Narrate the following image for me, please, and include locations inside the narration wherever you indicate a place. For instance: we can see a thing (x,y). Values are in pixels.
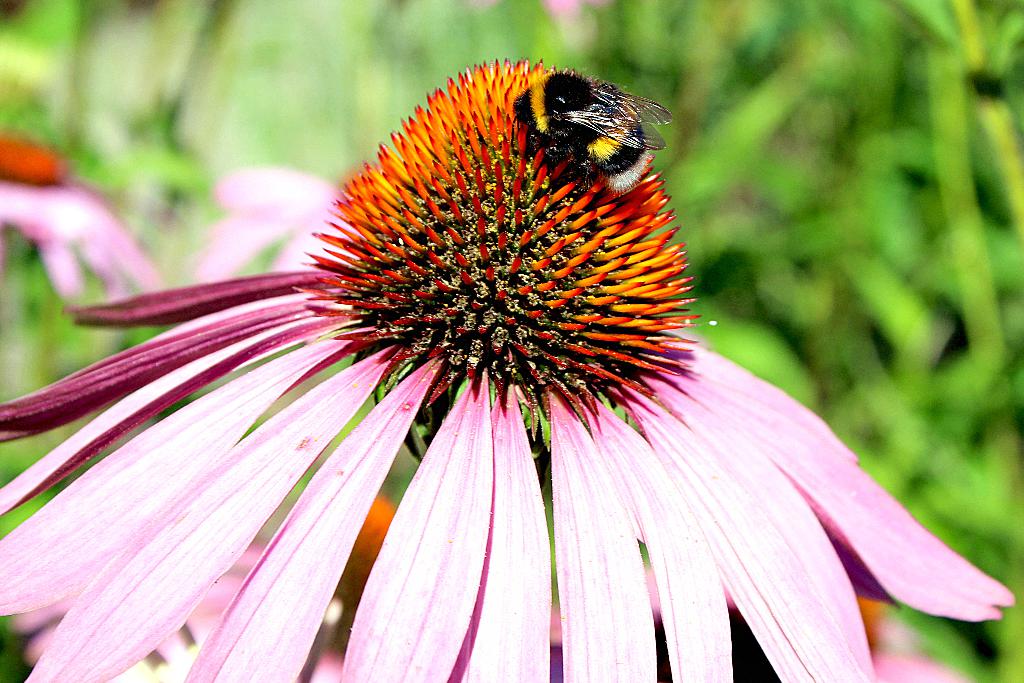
In the image we can see there is a bumble bee (646,152) sitting on the flower (349,316) and behind the background (312,57) image is blurred.
